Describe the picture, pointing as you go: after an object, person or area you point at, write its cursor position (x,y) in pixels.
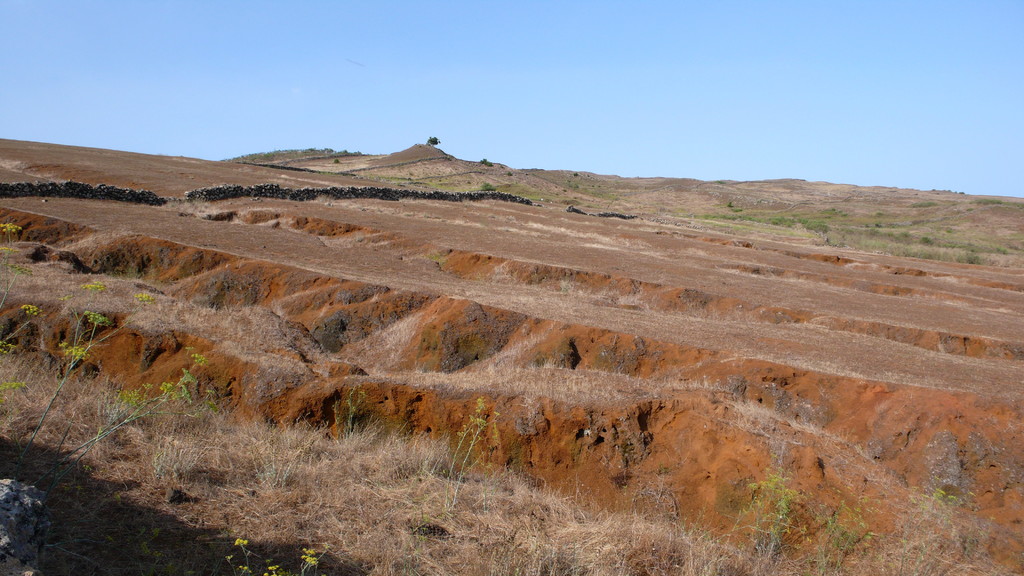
In this image, we can see some plants (481,445) and grass (524,552) on the ground (328,375). There is a sky (498,82) at the top of the image (491,78).
